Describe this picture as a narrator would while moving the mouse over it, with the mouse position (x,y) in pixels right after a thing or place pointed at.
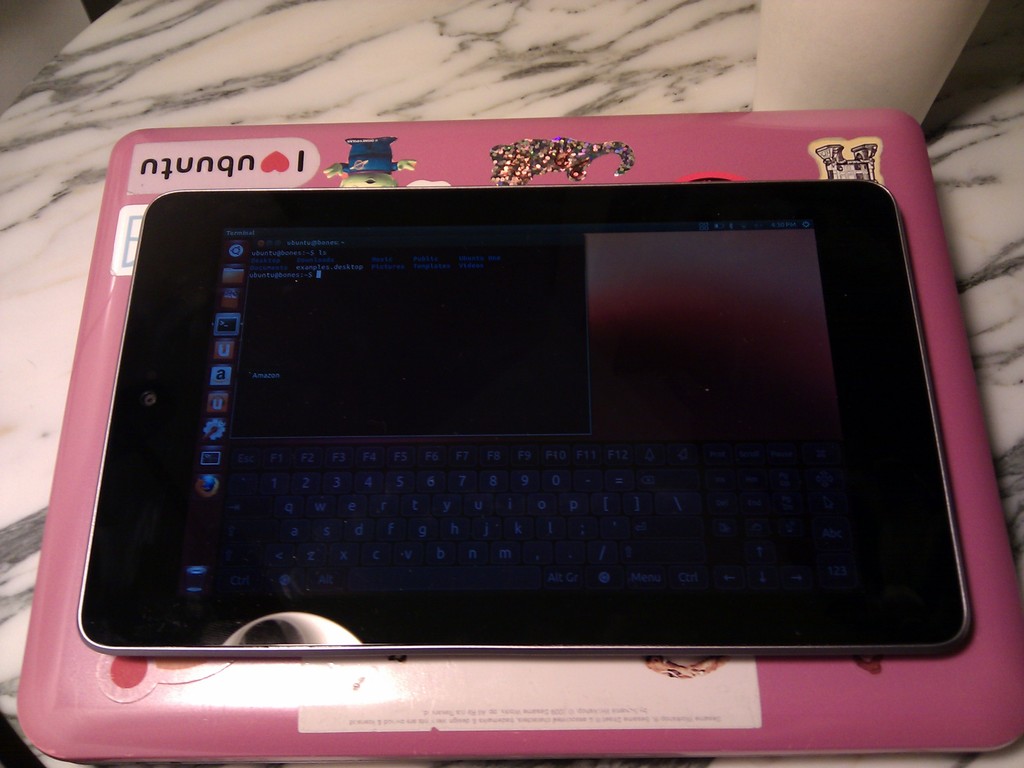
In this picture there is a tab (359,578) and there is an object (879,101) on the table (425,117) and there is a text (232,163) and there are stickers (388,170) on the laptop (794,170).
